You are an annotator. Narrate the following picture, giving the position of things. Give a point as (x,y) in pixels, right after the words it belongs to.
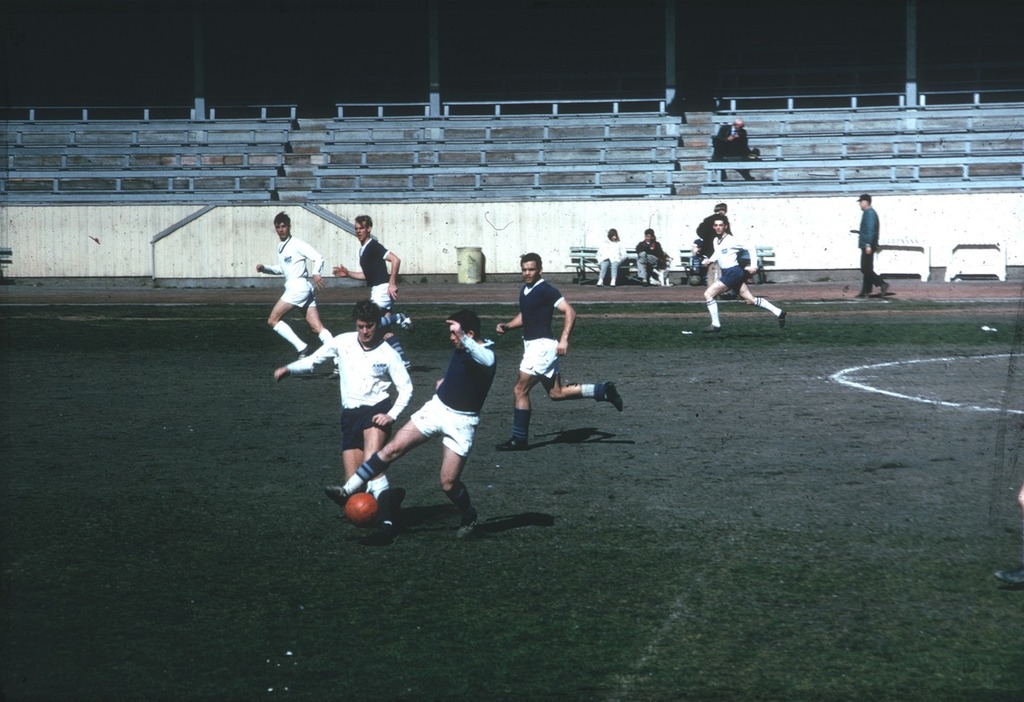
In this image, there is an inside view of a stadium (362,204). There are some persons (549,305) wearing clothes (371,418) and playing a football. There are two persons (619,249) sitting on the bench (582,250). There is an another person (860,231) walking on the ground (207,536).
